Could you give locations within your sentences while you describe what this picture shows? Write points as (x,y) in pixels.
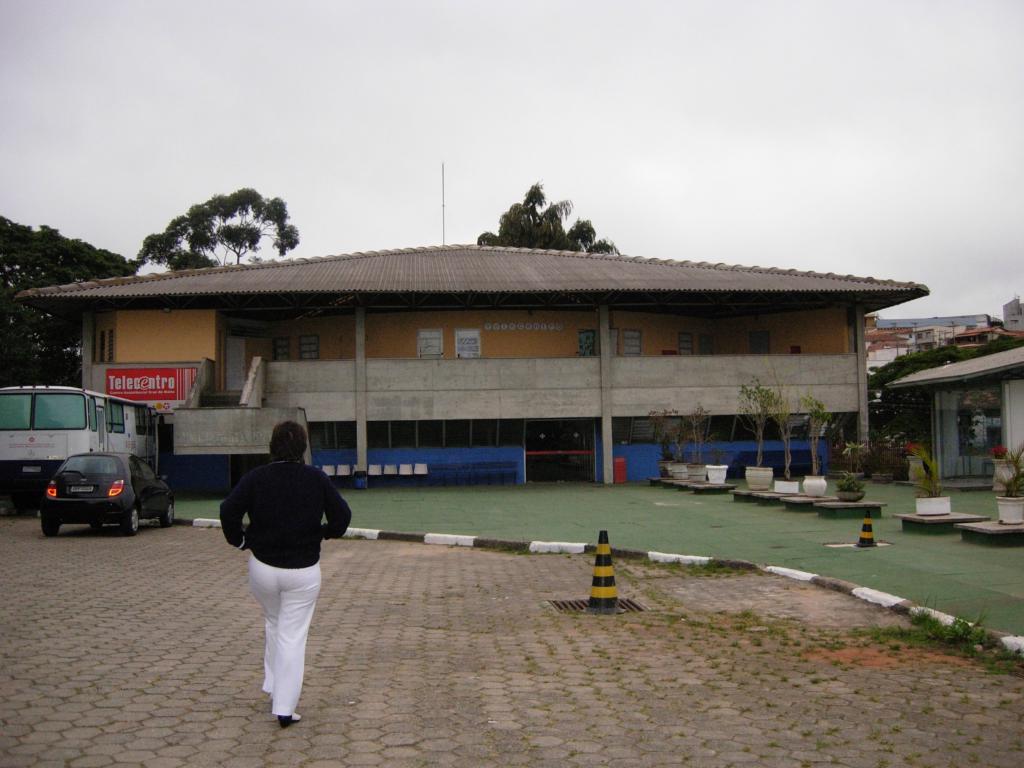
In this image I can see few sheds (499,368). In-front of the shed (84,378) there are vehicles (88,494). And I can see the person (281,539) walking on the road (254,630) and wearing the black and white dress (280,560). To the side I can see the traffic cones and also the plants (666,451). In the back (366,223) there are trees (32,242) and the white sky (471,88).
